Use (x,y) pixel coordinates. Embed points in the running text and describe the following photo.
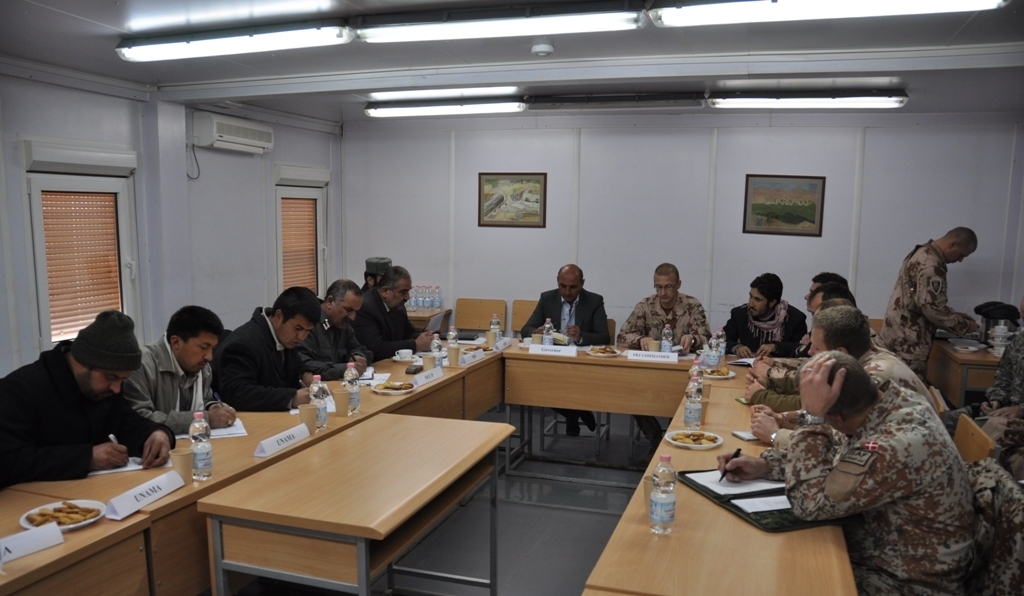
A group of men (376,344) are discussing in a meeting sitting at a table (145,480).
